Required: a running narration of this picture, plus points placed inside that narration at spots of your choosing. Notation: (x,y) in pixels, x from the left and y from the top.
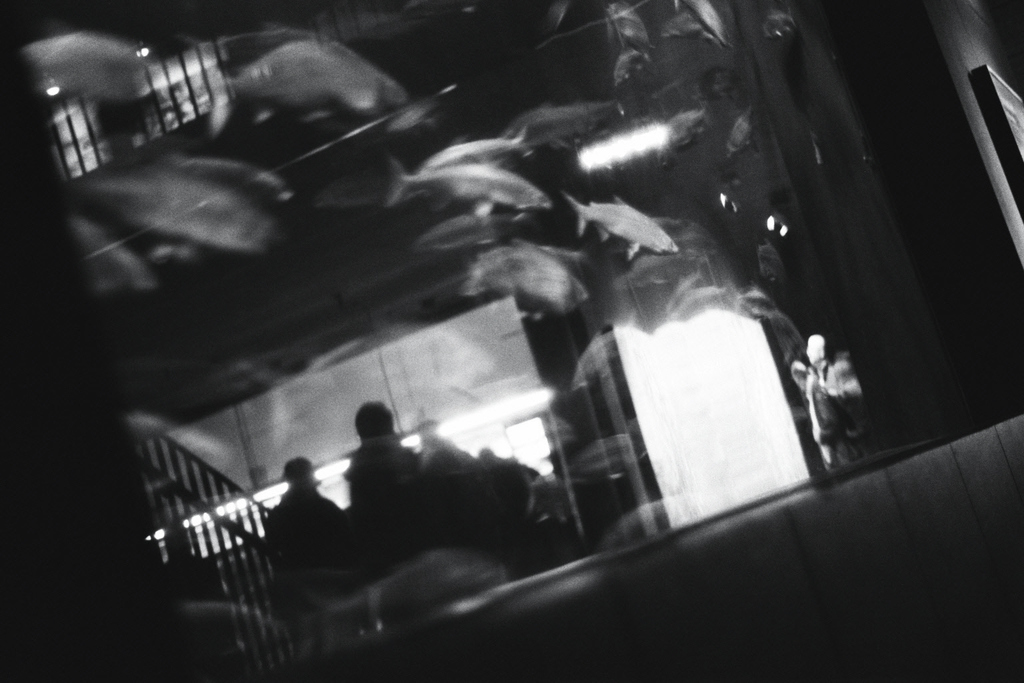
This picture seems to be clicked inside. In the foreground (632,211) we can see the fishes (323,93) seems to be swimming in an aquarium (731,436) and we can see a person (404,458), hand rail (253,511) and many other objects (648,452).
